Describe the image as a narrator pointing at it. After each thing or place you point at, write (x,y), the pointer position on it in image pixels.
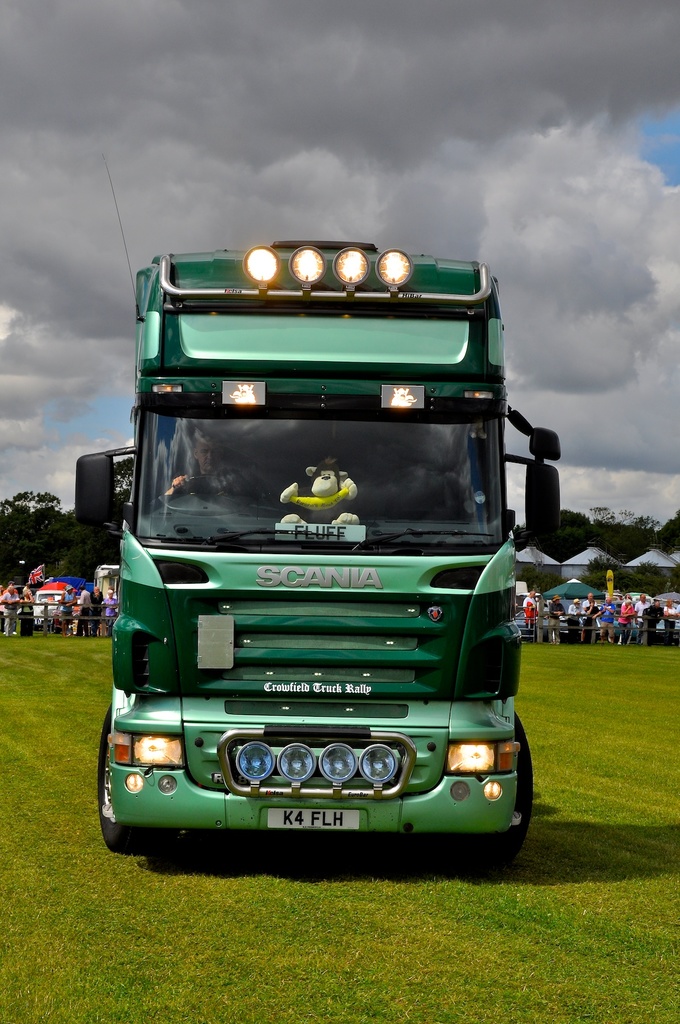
There is a vehicle (225,437) on the grass (226,989) on the ground (494,1018) and a person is sitting on the driver seat (216,475) inside the vehicle (281,636) and we can see lights (306,264) on the vehicle (233,653). In the background (30,617) few persons (6,621) are standing, tents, flag (41,576) on the left (27,579) side, roofs (587,555) on the right (669,568) side, trees (553,532) and clouds (350,29) in the sky (149,256).
